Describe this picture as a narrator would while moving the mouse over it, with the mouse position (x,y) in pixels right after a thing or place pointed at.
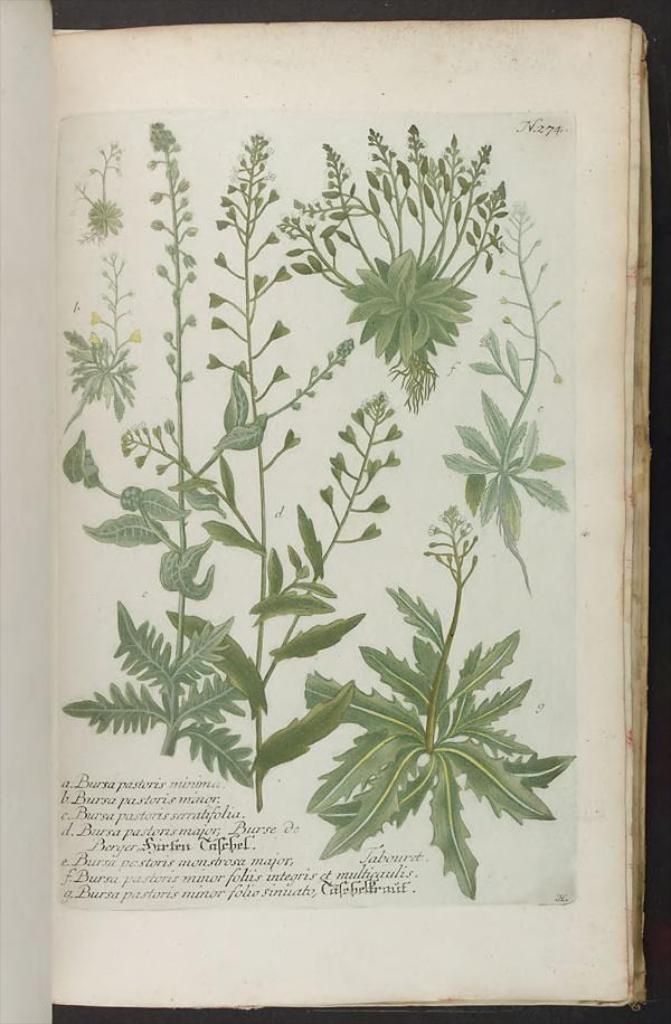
In this image there is one book (270,592) and on the book (290,452) there are some plants (276,568) and text (174,825), and there is black background (663,255).
